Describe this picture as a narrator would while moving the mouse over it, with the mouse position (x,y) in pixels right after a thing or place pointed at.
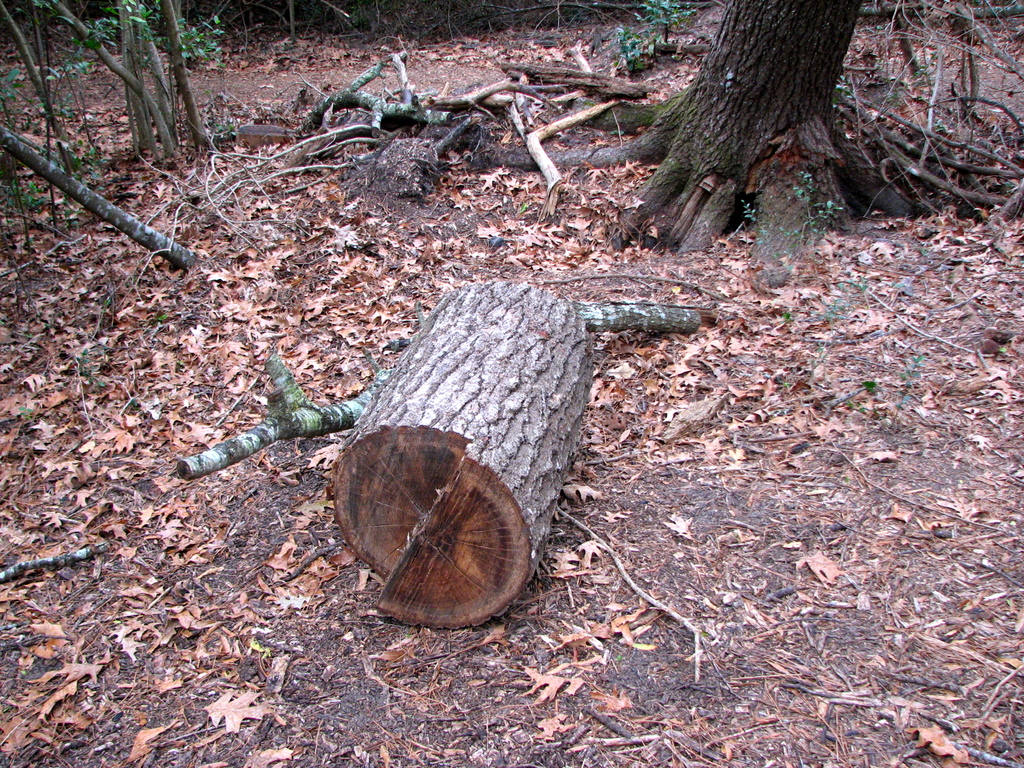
In this image there is a tree stump (484,439) on the ground (353,189). In the background (368,127) there are wooden sticks (412,103). On the ground (786,503) there are dry leaves (850,346). On the right side (819,118) top there is a tree (786,126) with the roots (745,190).
